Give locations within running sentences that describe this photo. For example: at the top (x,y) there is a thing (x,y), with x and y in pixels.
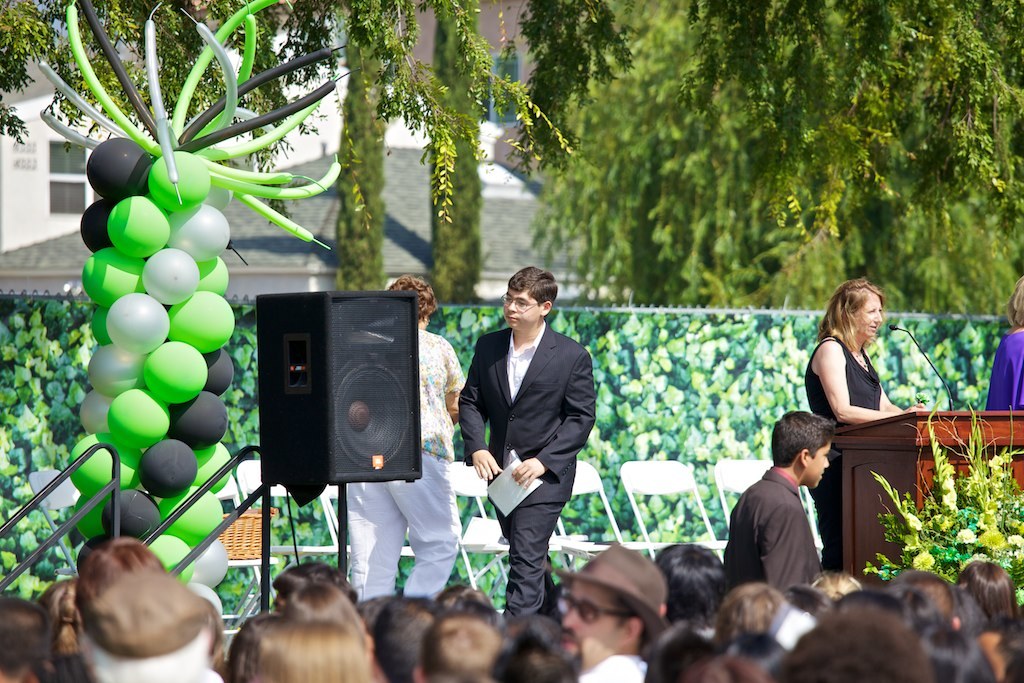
In this picture I can see there are a few people (543,443) standing on the dais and there is a woman (846,364) standing at the podium (871,492) at right side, there is another person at the right side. There are balloons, speaker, wall (923,330) in the backdrop (728,380), few people (741,608) in front of the stage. In the backdrop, there are trees (339,153) and buildings (525,69).
